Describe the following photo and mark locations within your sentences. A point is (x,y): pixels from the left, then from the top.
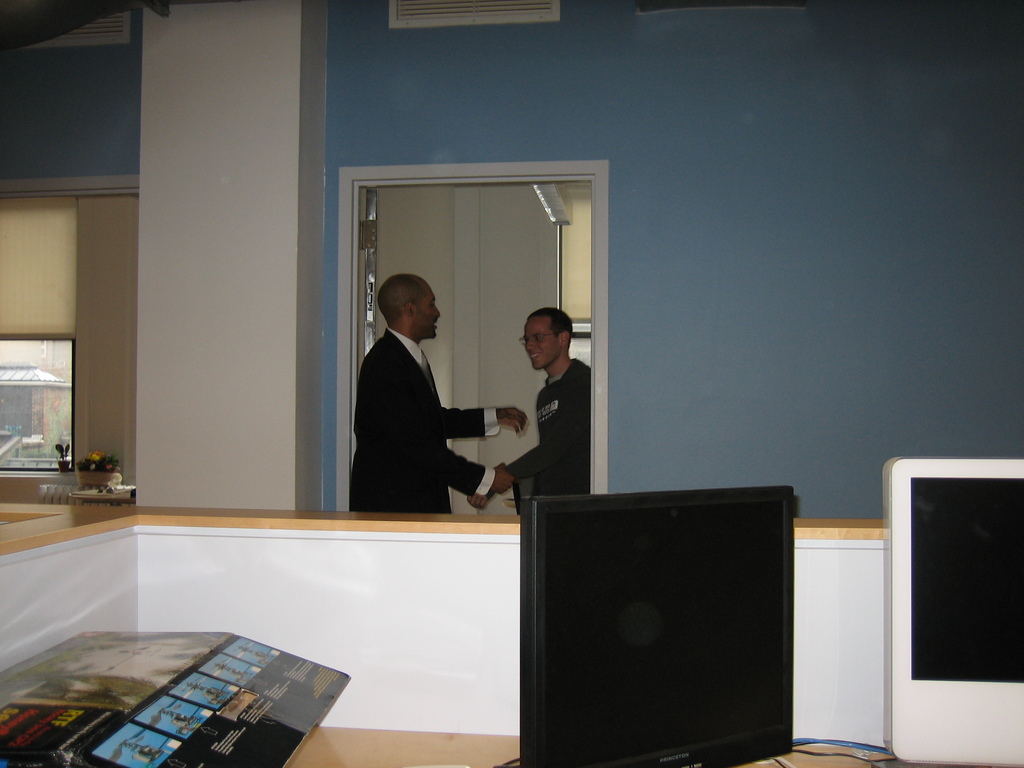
In this image there are two persons (426,356) standing and talking at the door (405,314). There is a computer (570,751) on the table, at the left side of the image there is a houseplant (63,468) at the window (40,461).
